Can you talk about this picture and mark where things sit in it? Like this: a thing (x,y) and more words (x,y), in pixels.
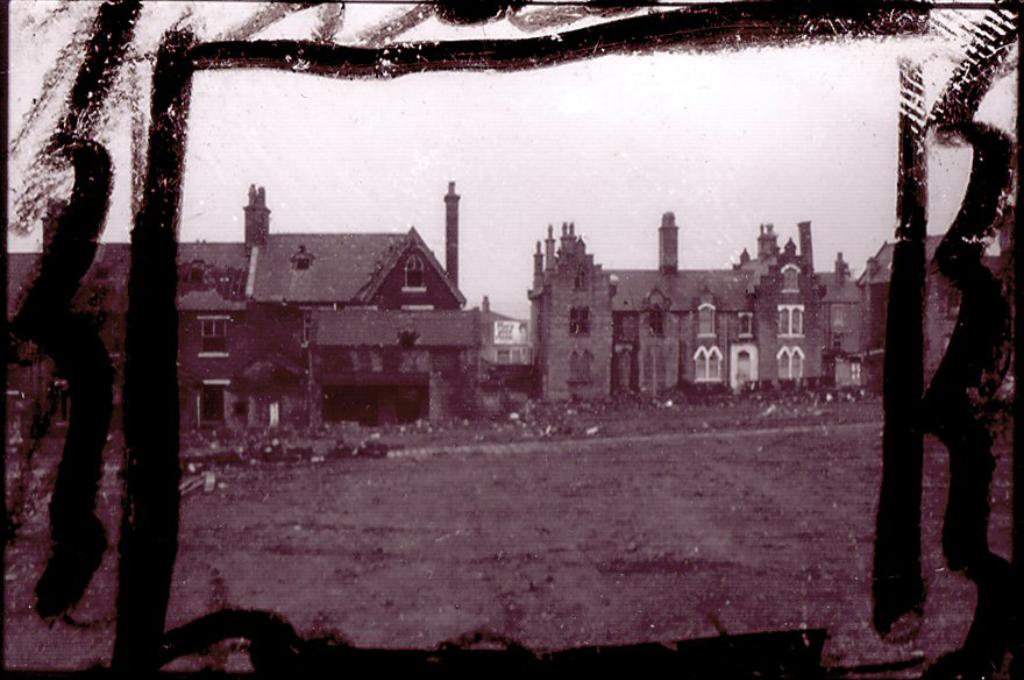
In this picture there is a old photograph of the brown color castle house (602,361). In the front (454,520) bottom side there is a ground (370,598).
